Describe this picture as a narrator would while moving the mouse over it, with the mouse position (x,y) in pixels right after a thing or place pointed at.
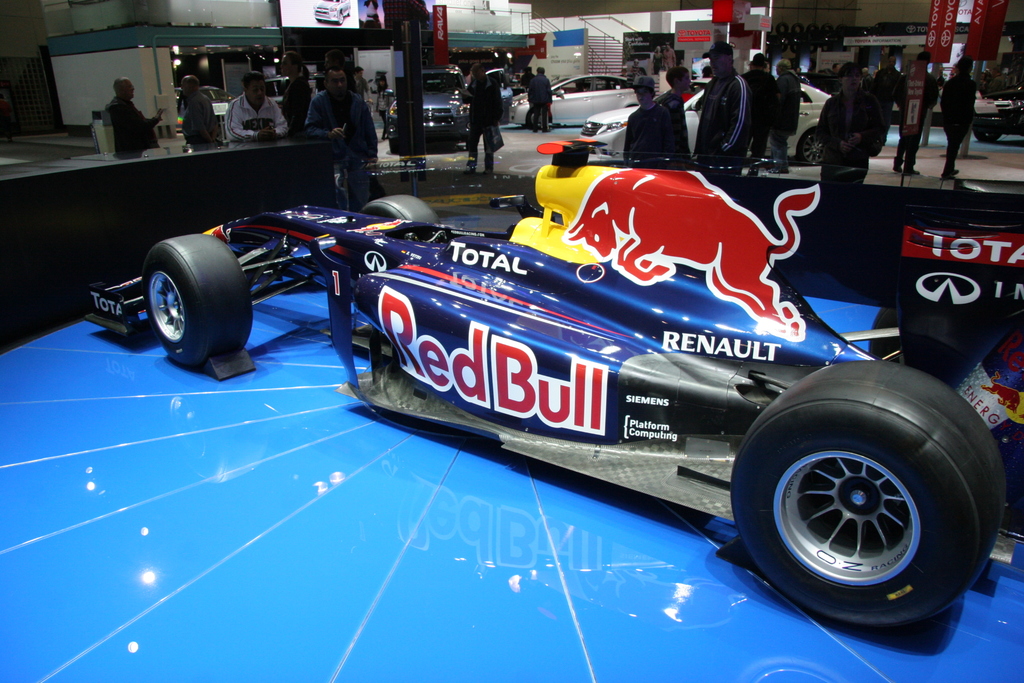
In this picture I can see the racing car (370,347) which is placed on the blue color flooring (476,533). In the back (964,102) I can see many person (963,82) who are standing on the ground (582,137), beside them I can see some cars (450,133). On the right (999,15) I can see the posters (999,15), banners (952,29) and other objects (875,26). At the top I can see the stairs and railing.
